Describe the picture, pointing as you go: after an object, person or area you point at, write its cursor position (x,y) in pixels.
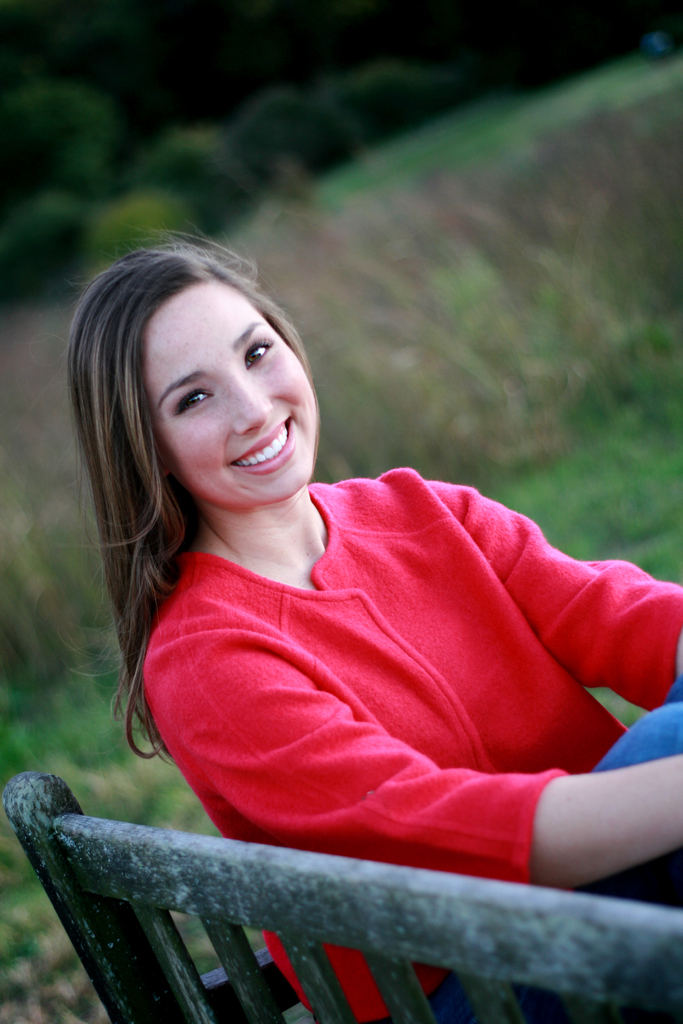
In this picture we can observe a woman (258,708) sitting on the bench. She is wearing a red color T shirt (387,662) and smiling. In the background (435,288) there is some grass (412,416) on the ground (53,610). We can observe trees (204,92).
